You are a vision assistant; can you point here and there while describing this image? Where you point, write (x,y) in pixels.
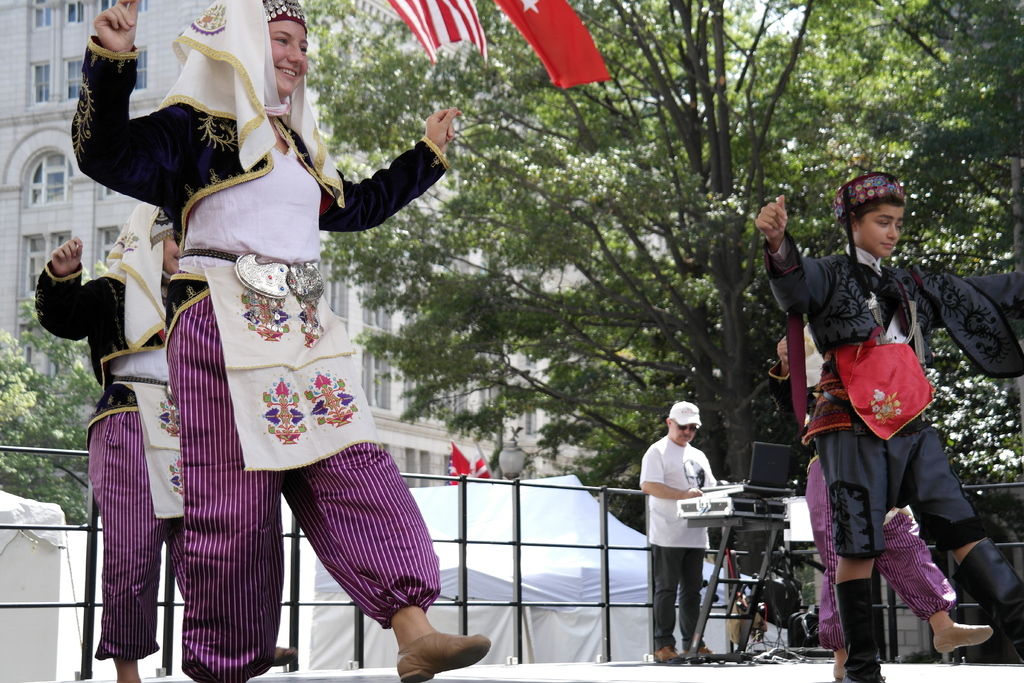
These four people (245,395) are dancing. Far this person (662,447) is standing. In-front of this person (680,492) there is a table (717,518) with objects (734,496). Background (484,12) there are flags (466,466), fence (607,518), trees (1,432) and buildings (40,81) with windows (44,88).
